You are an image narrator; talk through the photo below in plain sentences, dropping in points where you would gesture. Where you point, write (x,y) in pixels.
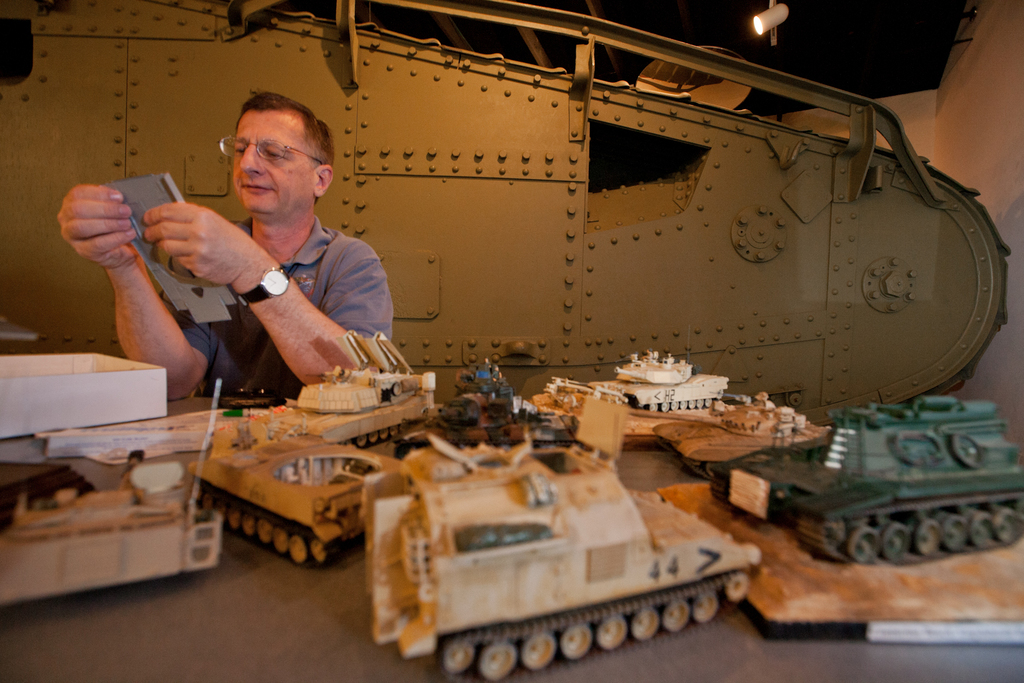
On the left (126,207) a man (298,127) is sitting and holding something and these are the tank models (852,431) at the top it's a light (766,34).
